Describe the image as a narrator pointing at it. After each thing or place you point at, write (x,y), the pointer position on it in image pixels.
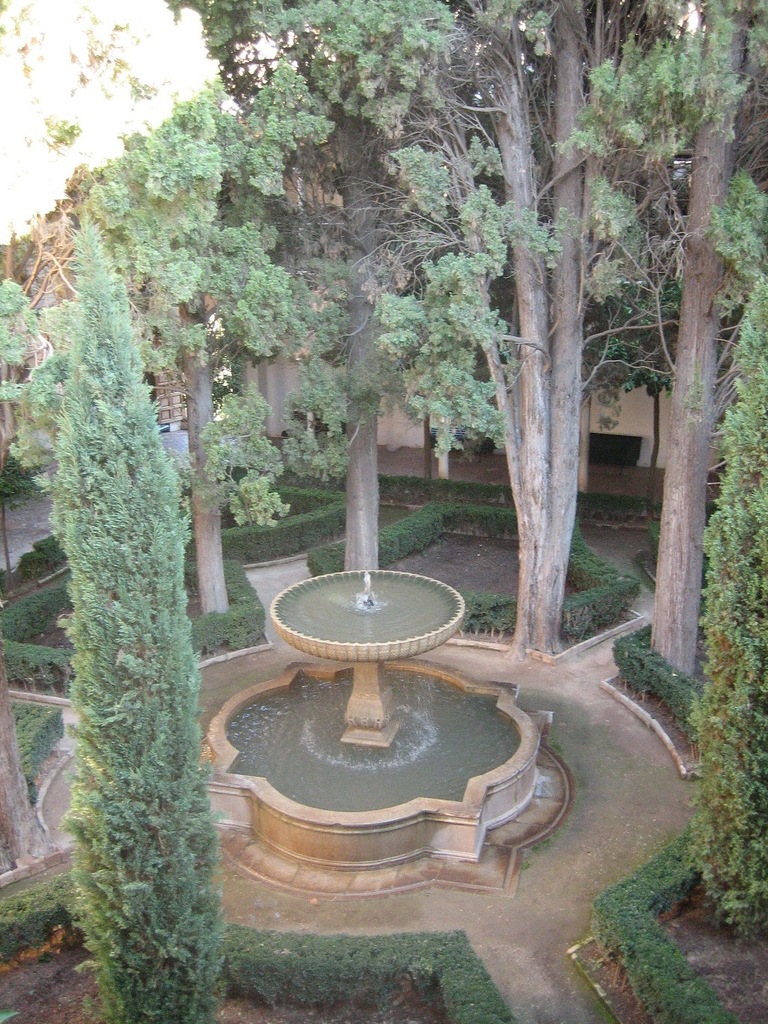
In this picture we can see trees (100,930), plants (181,964) and water fountain (321,805). In the background of the image (266,381) we can see wall (622,417).
